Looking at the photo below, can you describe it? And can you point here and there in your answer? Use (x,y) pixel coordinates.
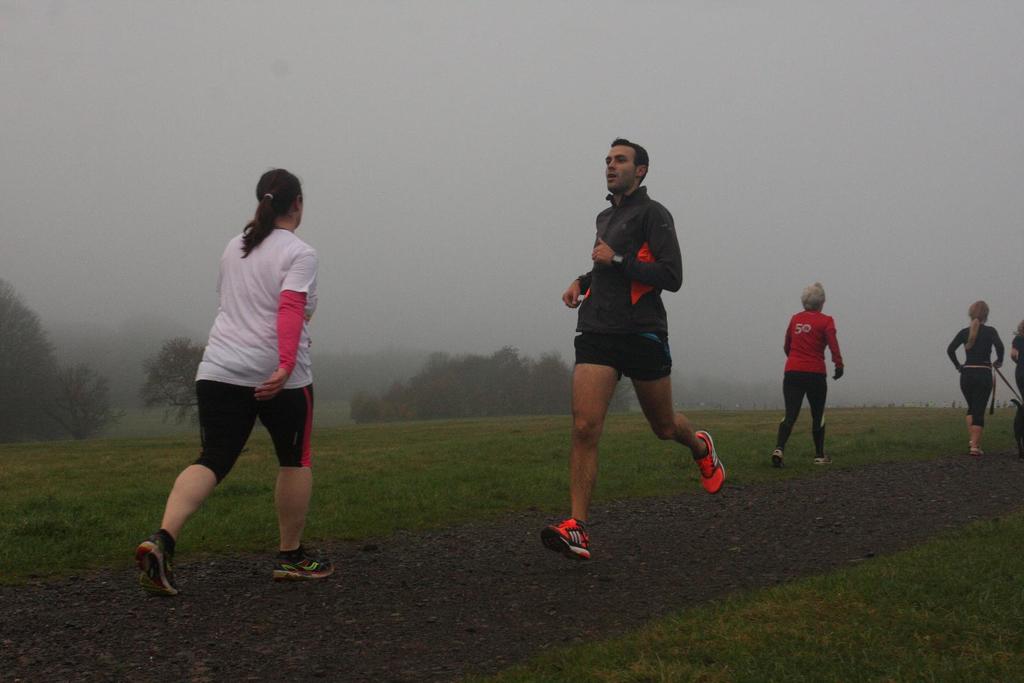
In this picture we can see five persons (972,388) are moving, at the bottom (770,637) there is grass (786,617), in the background (472,393) we can see trees (188,350) and fog (364,320), there is the sky (562,319) at the top of the picture (446,89).
